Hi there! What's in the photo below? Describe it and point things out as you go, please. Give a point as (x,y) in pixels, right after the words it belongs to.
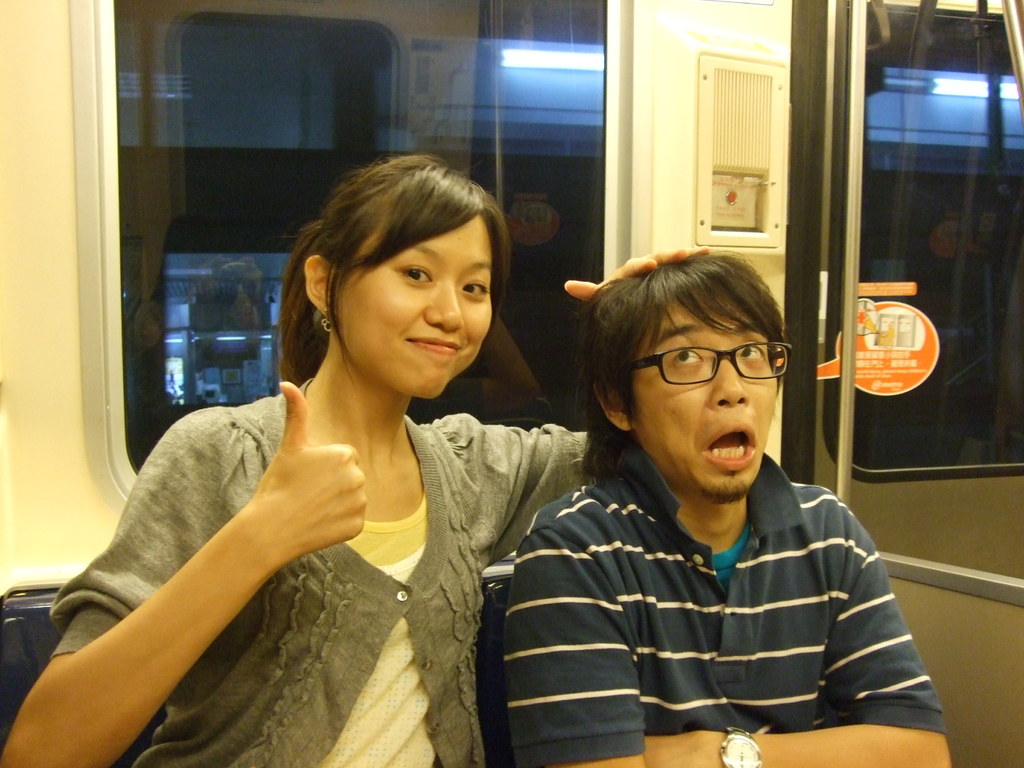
In this image there are two persons (499,469) sitting in the train (506,576). On the left side (220,437) there is a girl (358,605) who is showing her thumbs (300,467) up with one hand (319,482) and keeping the other hand (579,284) on the head (662,274) of the man (663,277) who is beside her. In the background (349,71) there are windows (231,153).
